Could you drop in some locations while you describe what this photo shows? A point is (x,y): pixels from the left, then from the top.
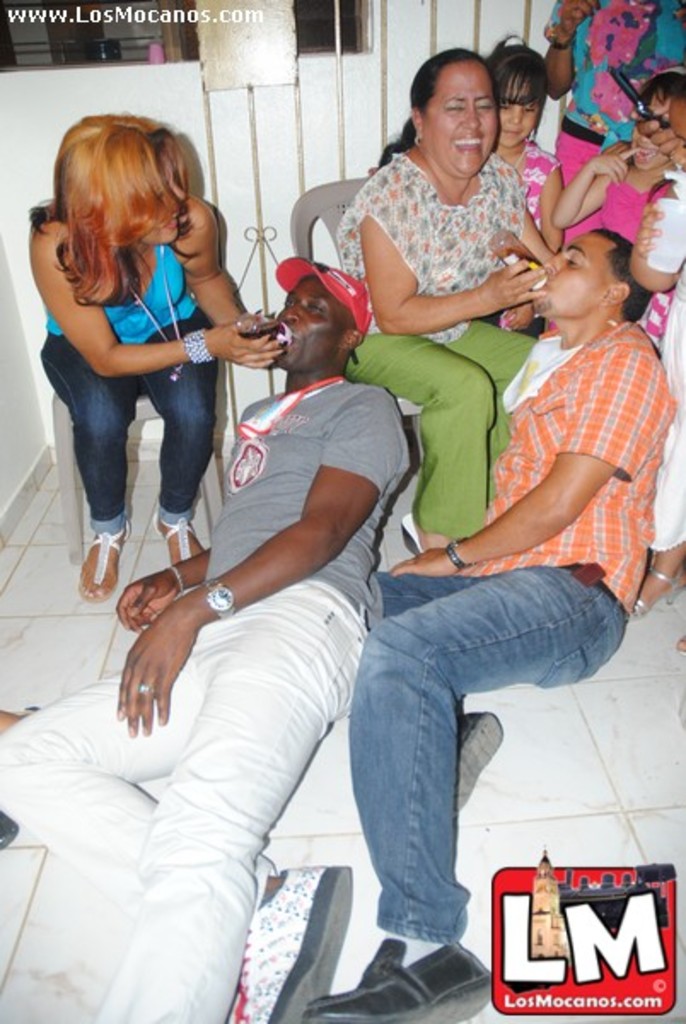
In this picture we can see a group of people (330,490), some people (424,133) are sitting and some people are standing.
